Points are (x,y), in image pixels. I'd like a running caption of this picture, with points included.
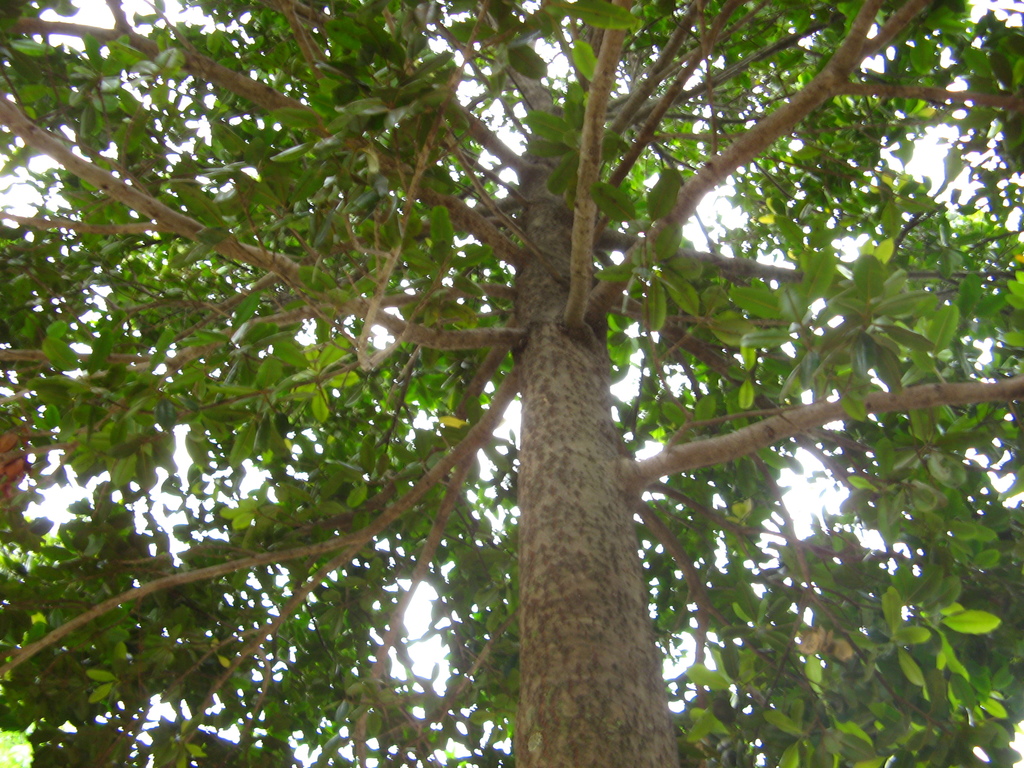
In this image I can see a tree (515,223) which is green and brown in color. In the background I can see the sky (439,165).
